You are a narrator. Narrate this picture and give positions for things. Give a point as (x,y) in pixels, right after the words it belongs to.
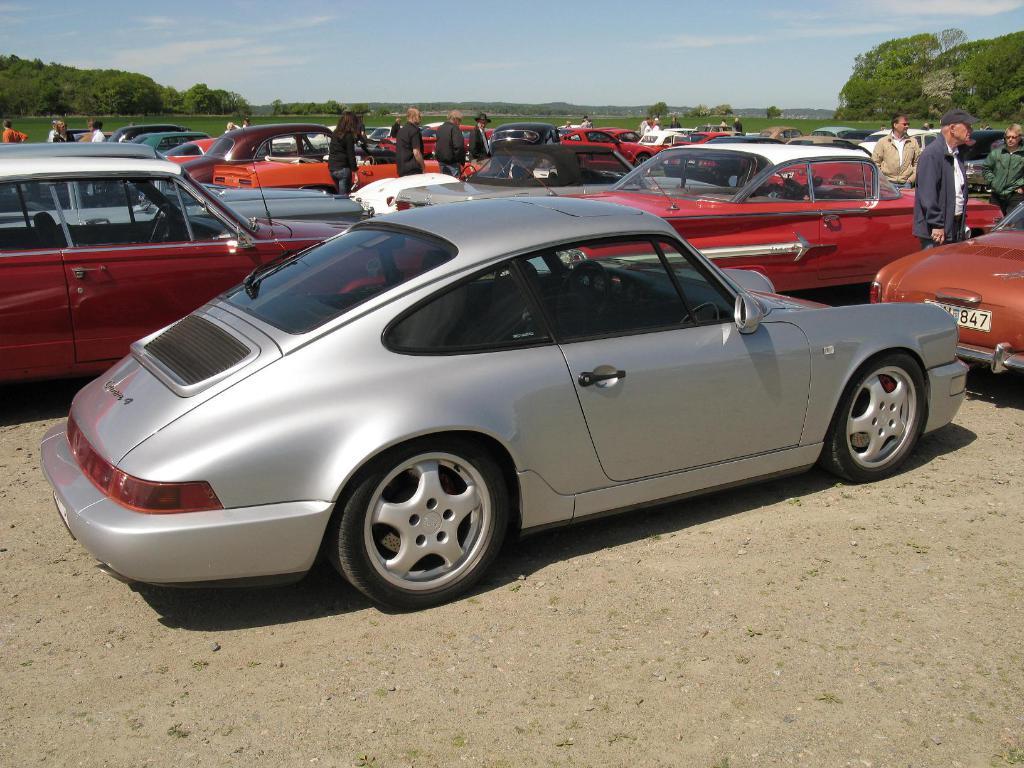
In this image we can see a group of cars (413,451) placed on the ground (718,616). We can also see some people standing beside them. On the backside (608,112) we can see some plants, a group of trees (725,107) and the sky (624,78) which looks cloudy.
